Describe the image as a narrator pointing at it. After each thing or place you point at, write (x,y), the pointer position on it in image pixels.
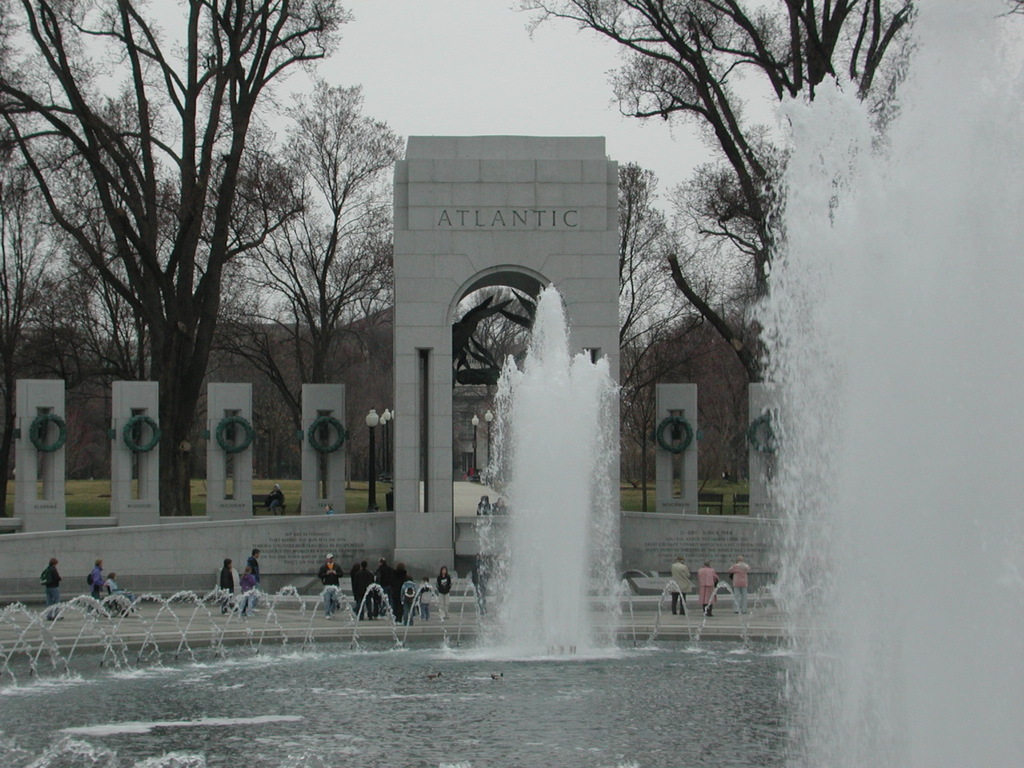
In this image I can see an arch (444,325), pillars (334,501), trees (354,388), few people (406,586) and fountain (291,678). The sky (487,103) is in white color.
